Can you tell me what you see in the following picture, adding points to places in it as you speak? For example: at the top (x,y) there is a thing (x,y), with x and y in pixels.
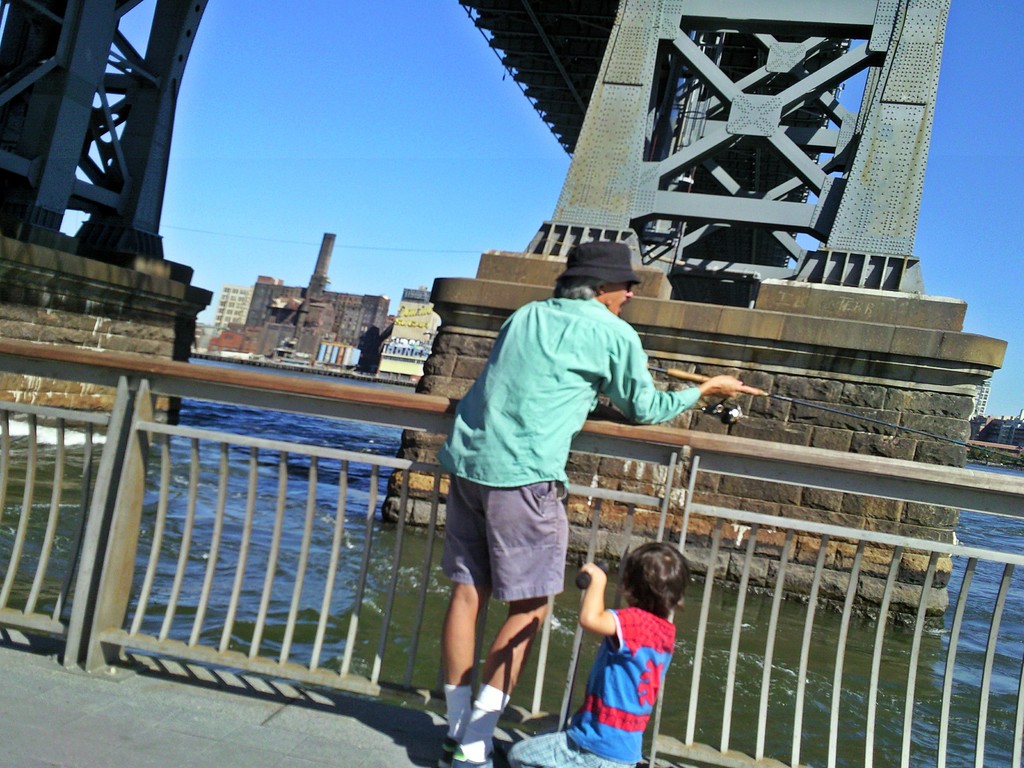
In the center of the image (494,440) there are two persons (532,493), a man (521,464) is standing and holding an object (697,382) and a boy (635,639) is sitting on his knee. In the background of the image (920,420) we can see a bridge (675,253) and a buildings (329,360), water (295,499), grills (182,565) are present. At the top of the image (298,57) sky (331,114) is there. At the bottom of the image (189,724) ground (167,731) is present.
